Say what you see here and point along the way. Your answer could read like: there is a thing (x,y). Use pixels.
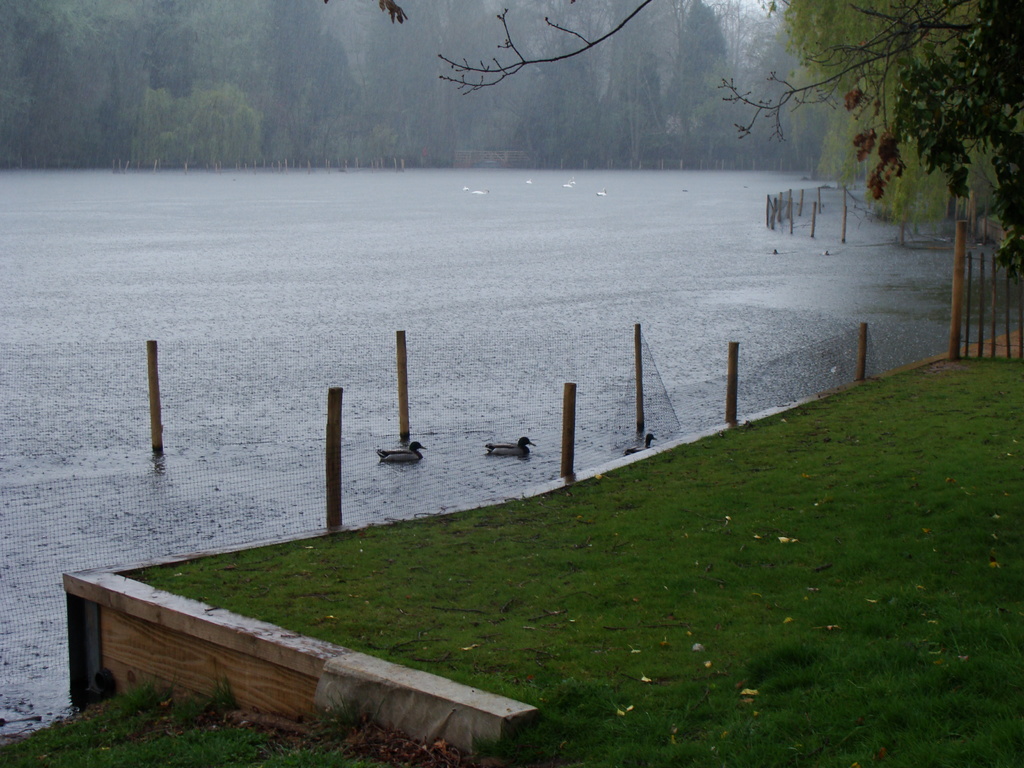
In this image, we can see swans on the water (417,339) and there are some birds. In the background (487,67), there are trees (808,154) and we can see some poles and there is ground (703,618).
